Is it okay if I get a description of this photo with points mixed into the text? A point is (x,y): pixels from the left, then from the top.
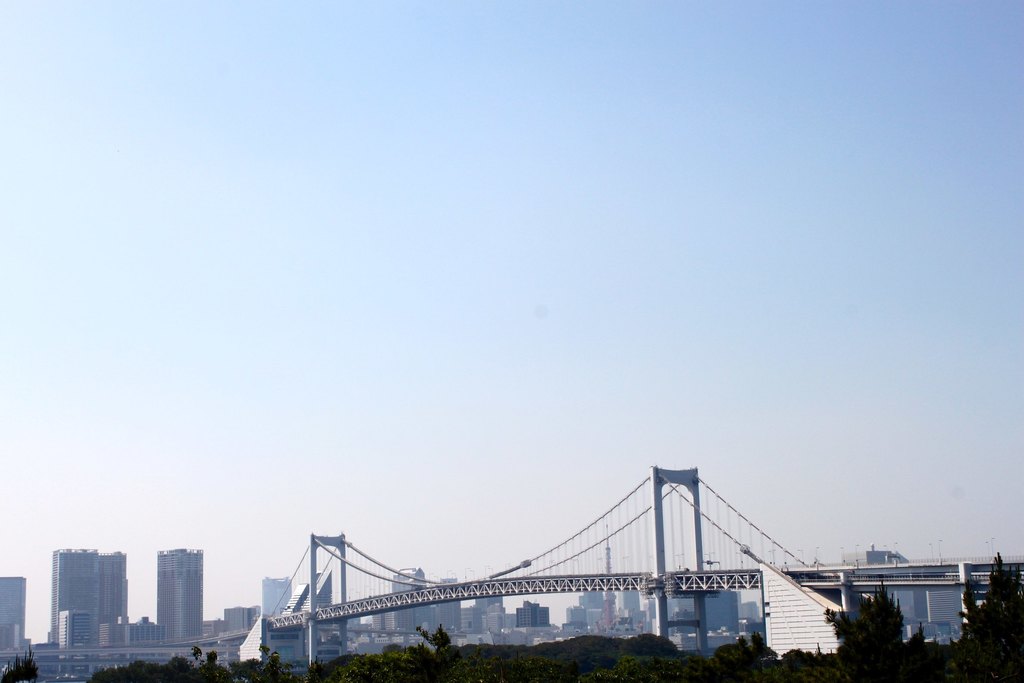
In this image we can see there are trees (1004,646), bridge (292,628), river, buildings (181,619) and the sky (230,517).
